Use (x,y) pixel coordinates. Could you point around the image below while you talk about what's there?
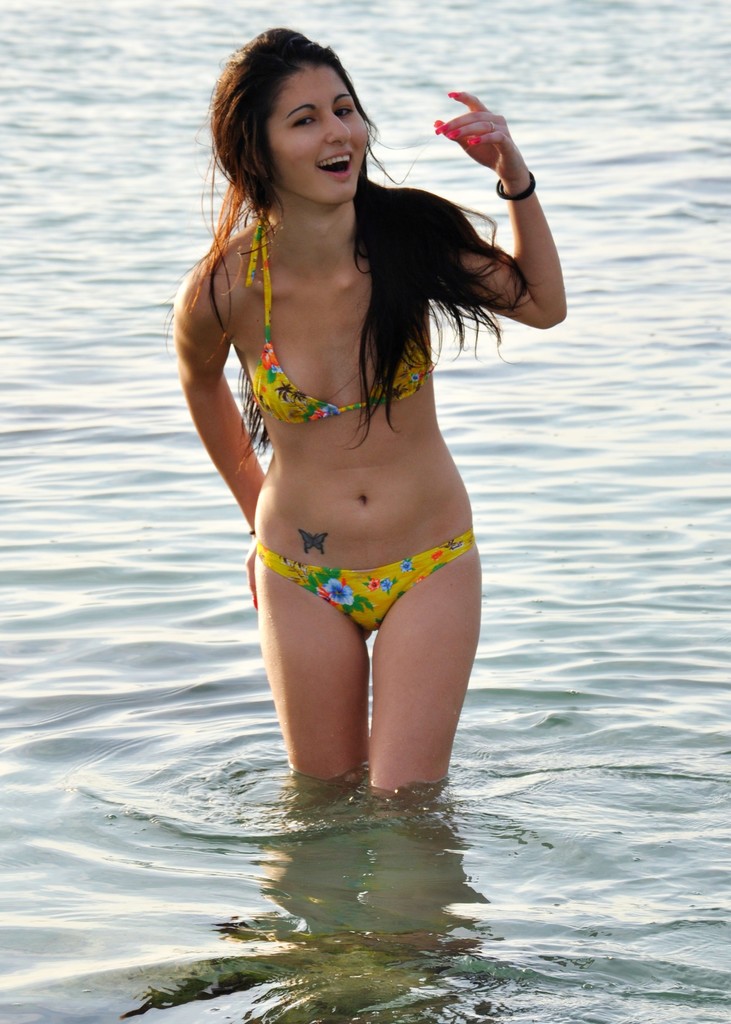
In this picture there is a woman (346,417) standing in the water (339,831) and she is smiling. At the bottom (204,827) there is water (511,782).
